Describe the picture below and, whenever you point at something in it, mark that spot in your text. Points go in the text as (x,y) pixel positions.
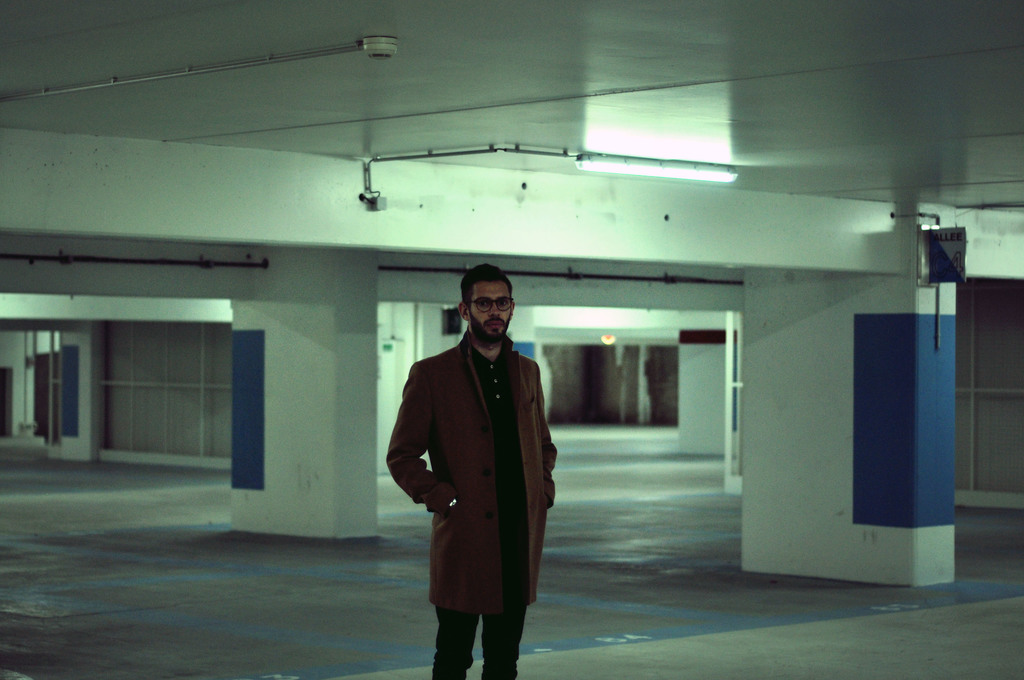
In this picture we can see a man (442,608) wore spectacle (492,300) and standing on the floor (340,590), pillars (266,413), light (658,173), pipes (89,259) and in the background (127,336) we can see wall (109,339).
